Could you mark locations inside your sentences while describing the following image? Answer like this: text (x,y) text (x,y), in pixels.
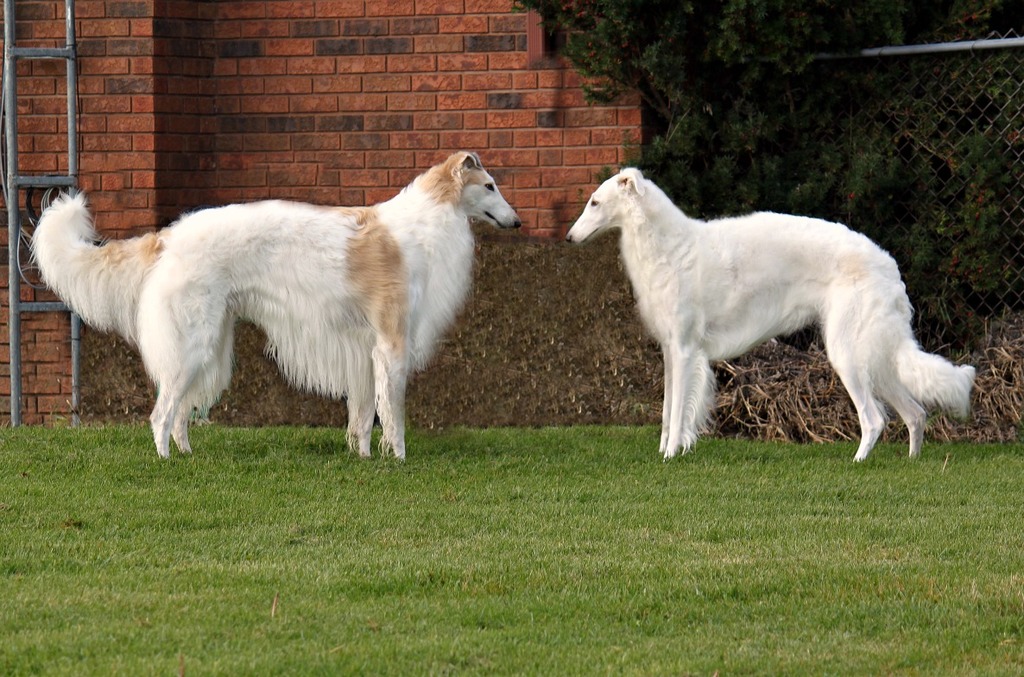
In the picture there are two white dogs (442,246) standing opposite to each other. Behind the dogs (612,221) there is a fencing (917,48) and a brick wall (383,76) and behind the fencing (949,51) there are some trees (800,44).
